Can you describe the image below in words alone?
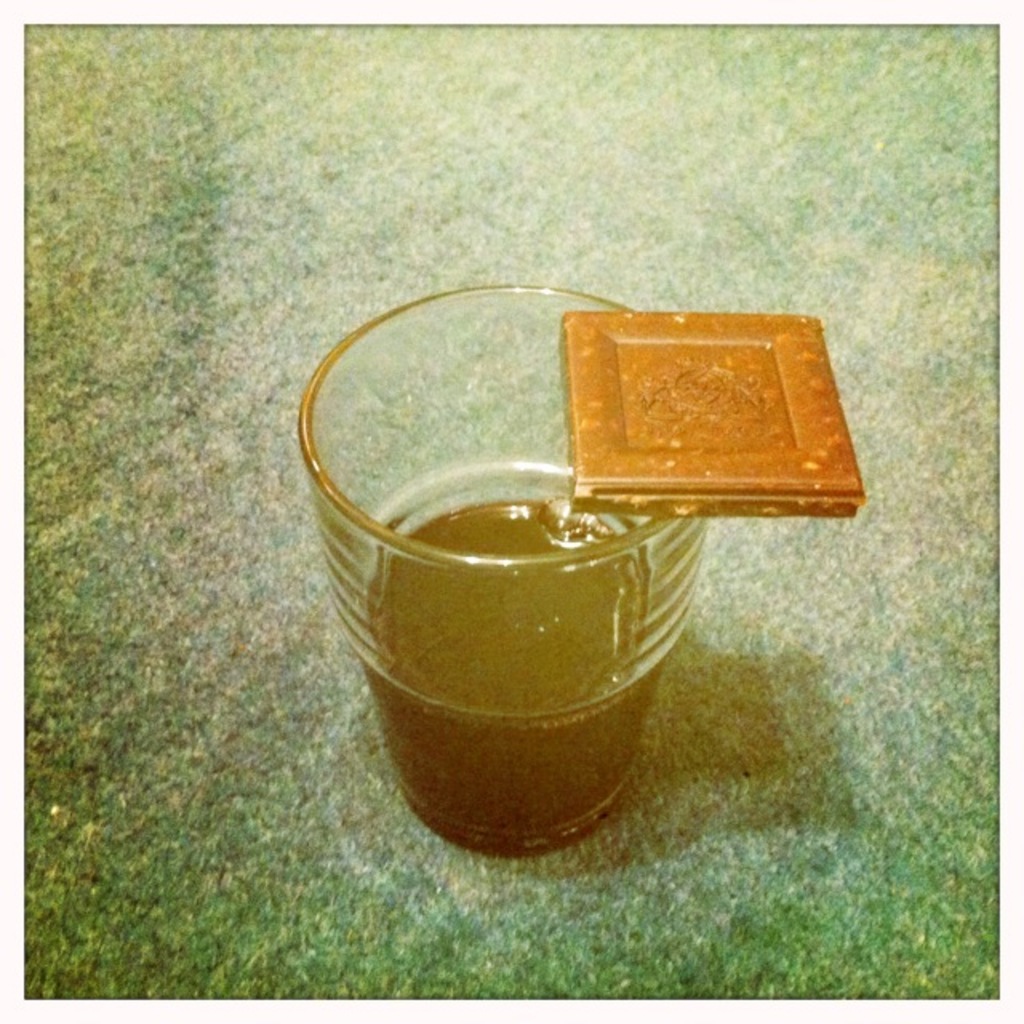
In the center of the image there is a glass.
